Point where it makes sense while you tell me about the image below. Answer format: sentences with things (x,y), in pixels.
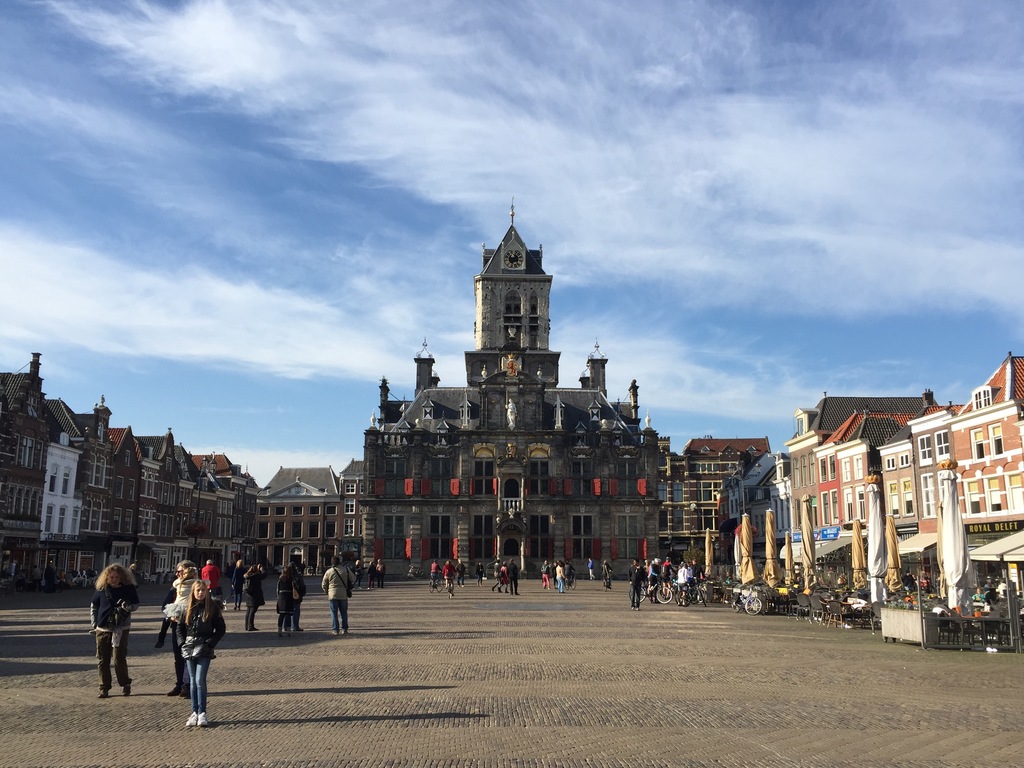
In the image there are few people (542,568) walking on the road (286,730) with buildings (176,552) on either side and a palace (510,481) in the middle (590,509) and above its sky (419,214) with clouds (437,108).
